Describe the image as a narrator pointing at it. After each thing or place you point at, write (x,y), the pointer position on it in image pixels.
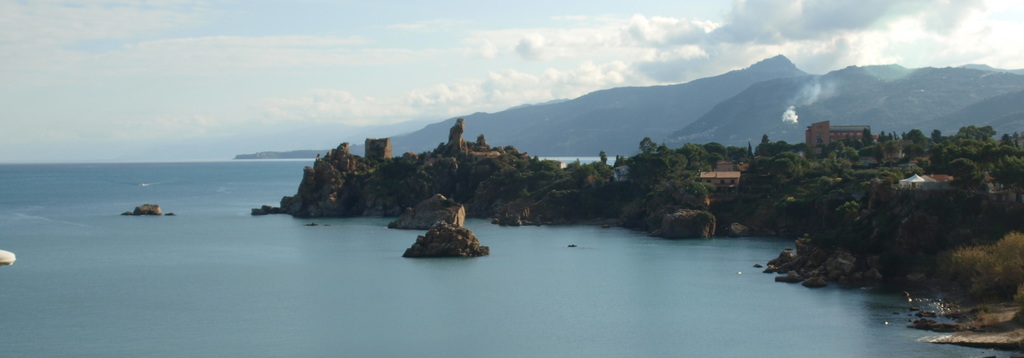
In this picture we can see water (501,301), buildings (733,184), trees (811,163), mountains (645,104) and in the background (110,100) we can see the sky (722,55) with clouds (537,70).
